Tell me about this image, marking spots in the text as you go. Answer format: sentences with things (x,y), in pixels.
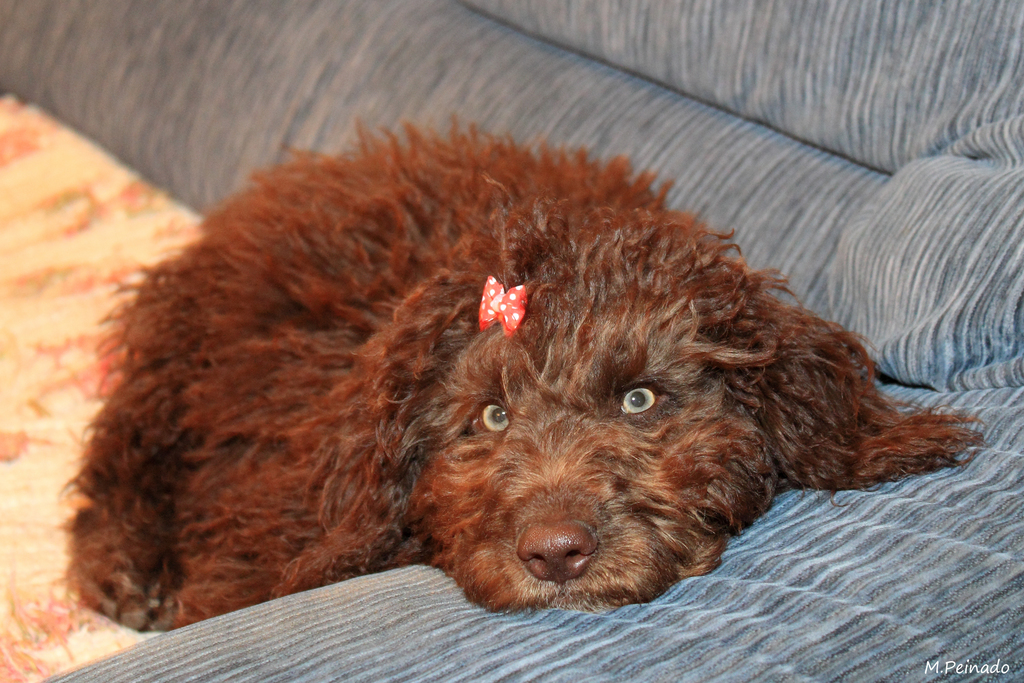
In this picture, there is a dog (300,348) lying on the sofa (561,625). It is brown in color. The sofa (946,541) is in grey in color.
